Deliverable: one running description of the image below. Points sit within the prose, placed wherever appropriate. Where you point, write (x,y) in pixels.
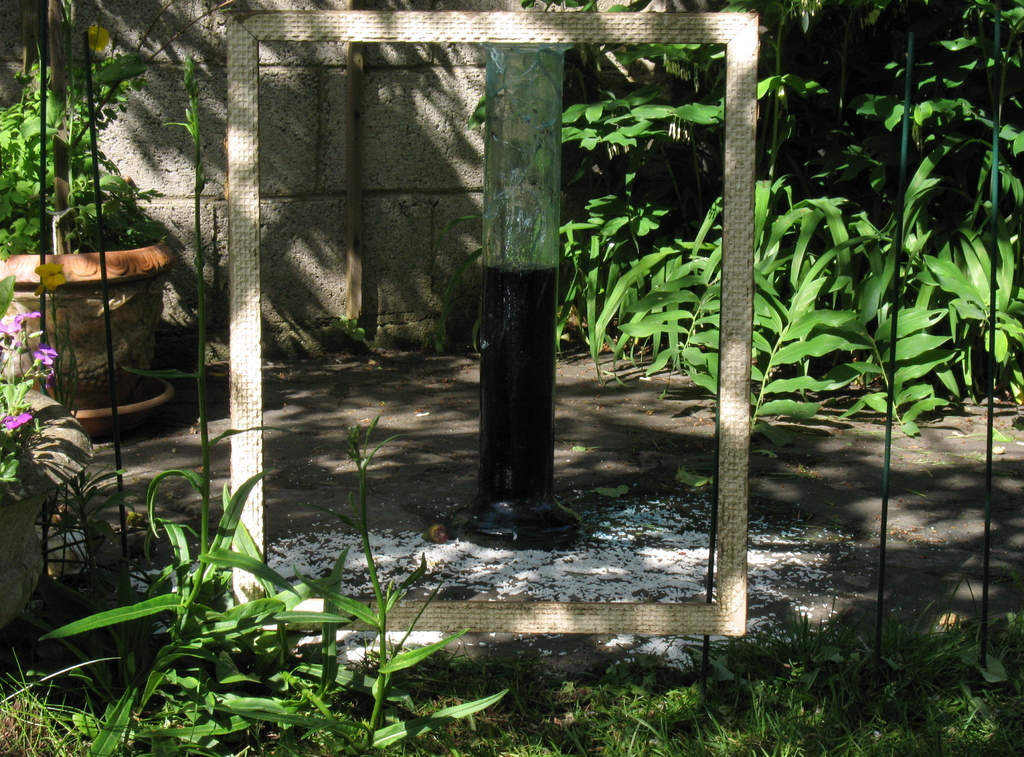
In this image we can see some plants (394,599), grass (716,664), flowers (5,468) in a pot (35,496), frame (252,248), food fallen on the ground (444,488), pole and a wall (204,207).
